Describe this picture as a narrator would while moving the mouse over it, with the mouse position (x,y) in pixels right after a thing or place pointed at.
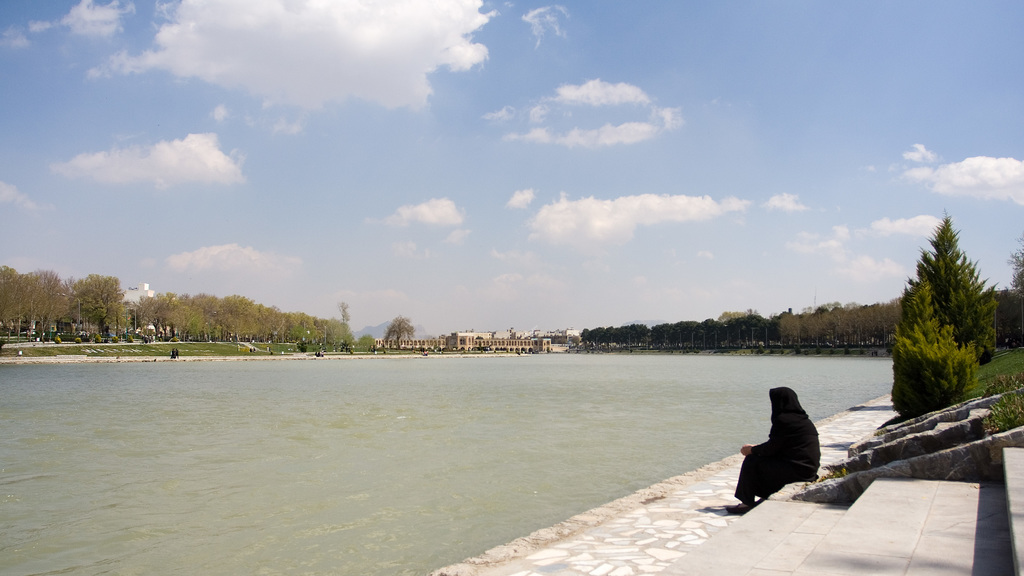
This is water (377,460) and there is a person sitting on a platform (722,545). This is grass (1016,355) and there are plants (949,348). In the background (781,309) we can see trees (20,319), buildings (513,345), and sky (660,153) with clouds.
